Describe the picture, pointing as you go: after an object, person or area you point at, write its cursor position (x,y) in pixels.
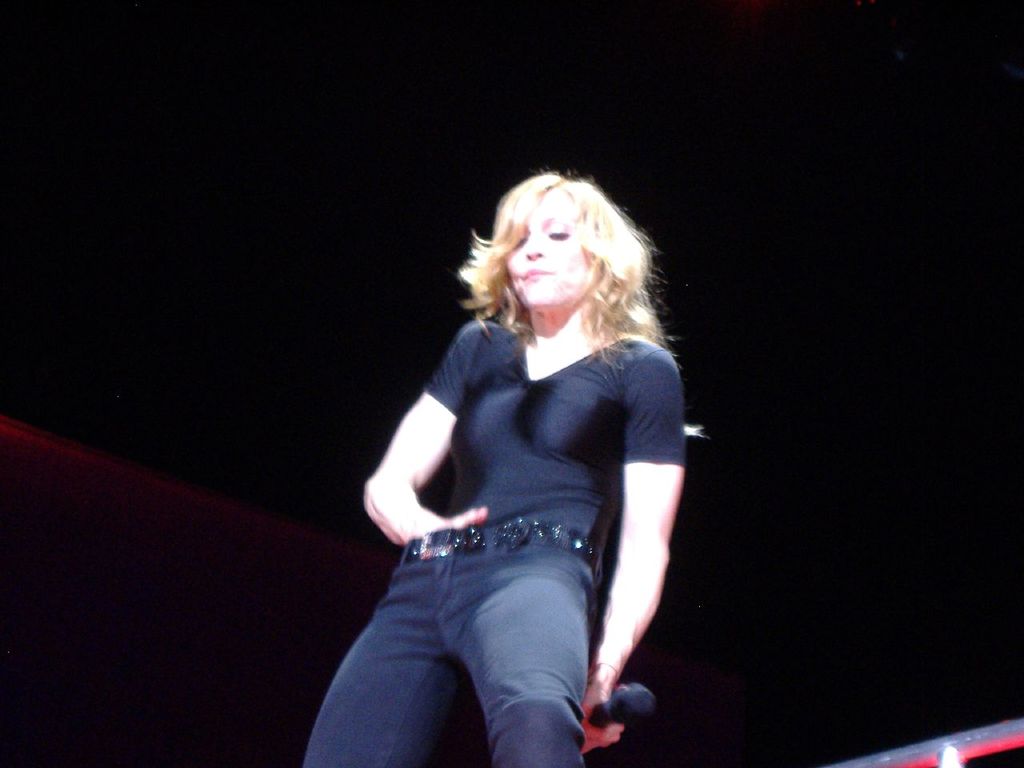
This image consists of a woman (546,719) wearing black dress (531,587) is holding a mic (600,710) in her hand (589,719). The background (132,648) is too dark.
